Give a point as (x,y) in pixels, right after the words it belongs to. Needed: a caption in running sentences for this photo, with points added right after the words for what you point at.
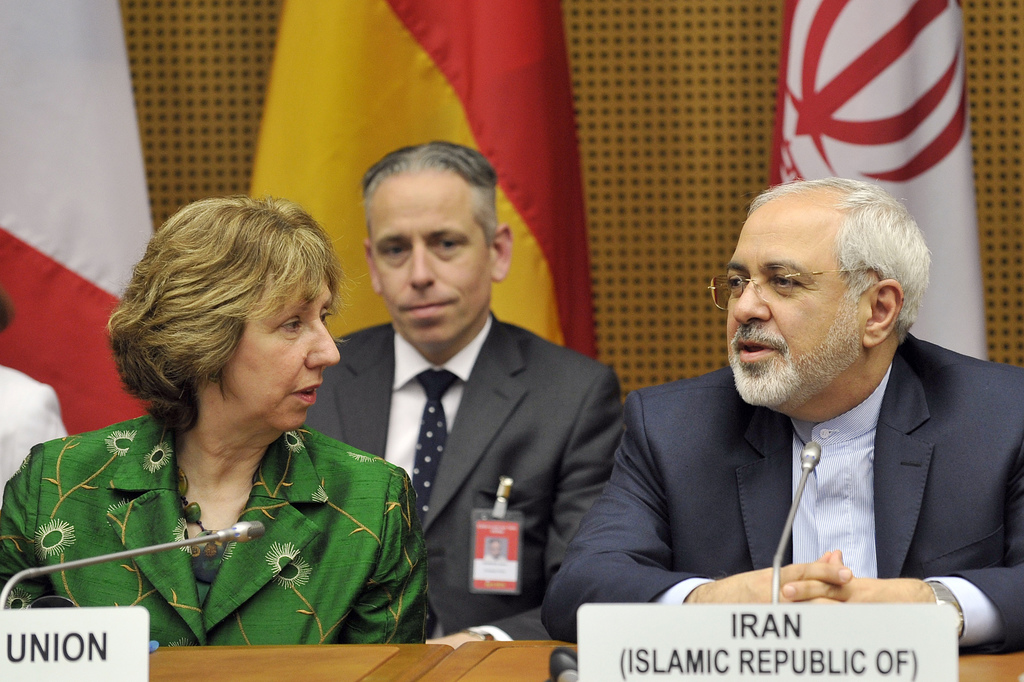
In this picture we can see there is a group of people (169,387) sitting. A man (677,448) in the blazer (652,466), is explaining something. In front of the people (488,380), it looks like a table (357,652) and on the table (327,659), there are microphones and name plates (67,663). Behind the people (315,339), there are flags (422,76) and the wall (684,121).
